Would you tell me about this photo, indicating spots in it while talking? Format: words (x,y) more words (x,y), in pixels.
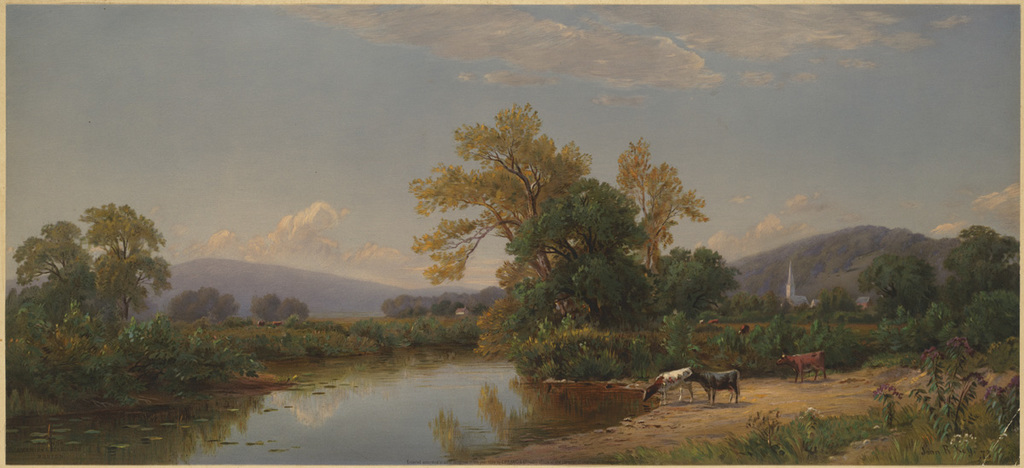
This image is a painting. In this painting we can see trees (81,255). On the left (175,450) there is a canal (235,420). In the center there are animals (718,378). In the background (757,271) there are hills (757,271) and sky (312,143).
